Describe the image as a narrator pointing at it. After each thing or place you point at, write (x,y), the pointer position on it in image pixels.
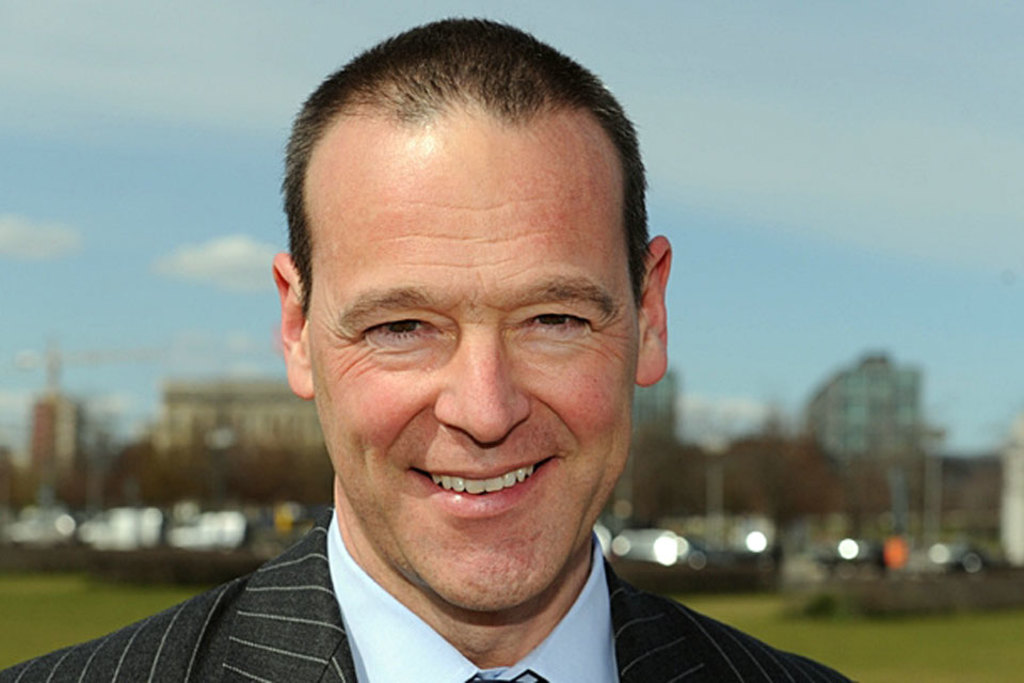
In the image there is a man (450,528), he is smiling and he is wearing blue shirt (366,633) and an blazer (274,645), the background of the man (212,601) is blur.
